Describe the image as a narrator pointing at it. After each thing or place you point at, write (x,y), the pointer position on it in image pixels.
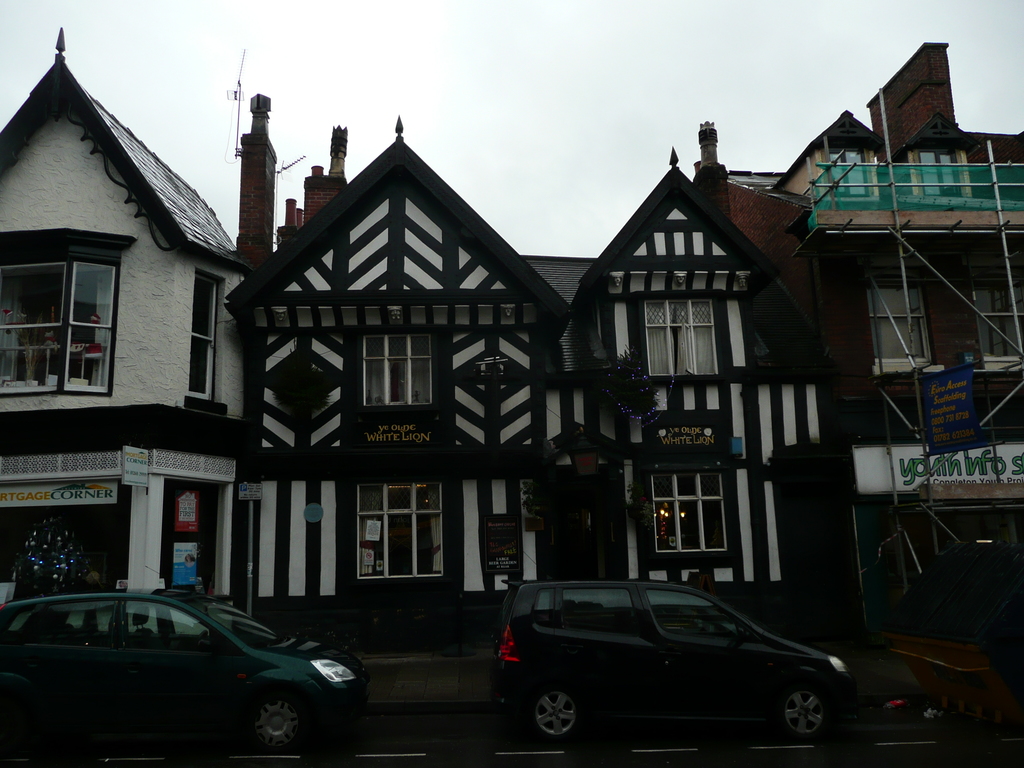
At the bottom of the image (513,758) there is a road (141,755) and we can see cars (332,710) on the road (501,723). In the center (648,399) there are buildings (837,387). In the background (230,71) there is sky (460,104).
